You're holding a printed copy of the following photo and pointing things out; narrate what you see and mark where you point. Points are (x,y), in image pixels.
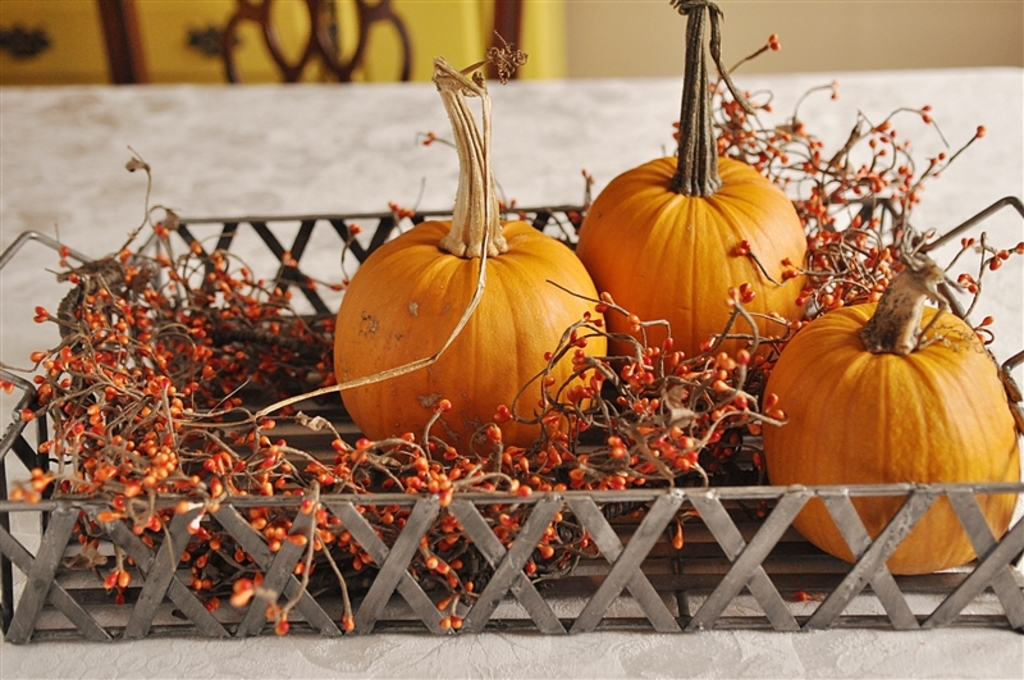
The picture consists of pumpkins (568,356) and berries (165,383) placed in a tray (991,537). The tray (524,544) is placed on a table (634,112) covered with cloth (277,107). At the top (482,26) it is blurred.
